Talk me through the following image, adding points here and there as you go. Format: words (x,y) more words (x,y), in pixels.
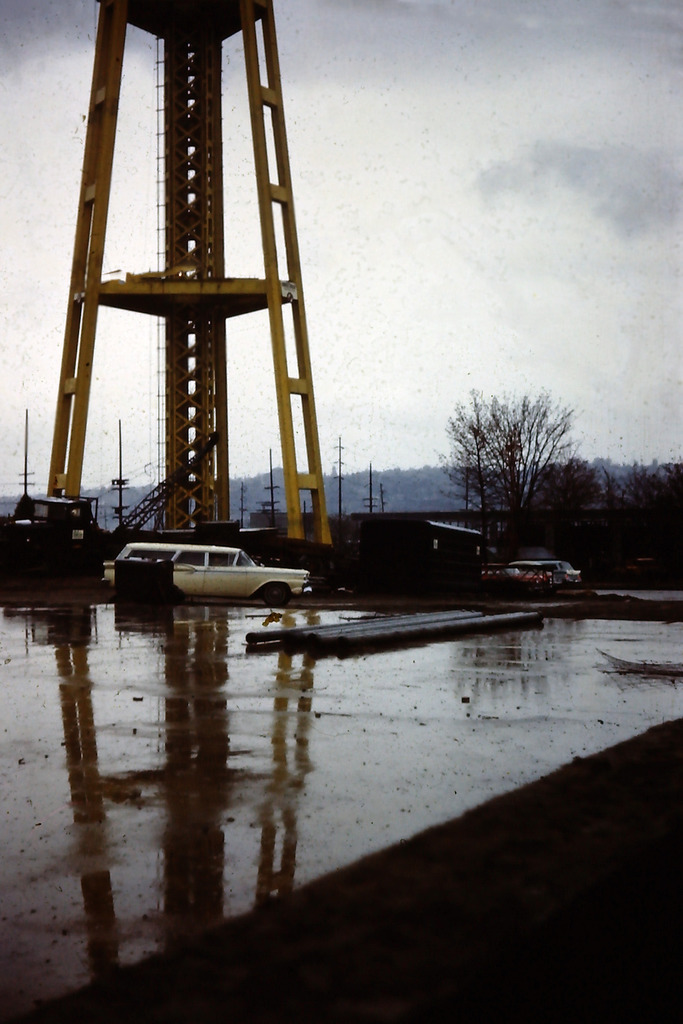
This picture is clicked outside the city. At the bottom of the picture (333,709), we see the wet ground (351,697). We see vehicles (257,580) are parked on the ground (284,603). Behind that, we see a yellow color tower (65,431). There are trees (555,461) in the background (566,503). There are electric poles (119,490) and hills (462,503) in the background (281,479). At the top of the picture (436,112), we see the sky (450,176).
